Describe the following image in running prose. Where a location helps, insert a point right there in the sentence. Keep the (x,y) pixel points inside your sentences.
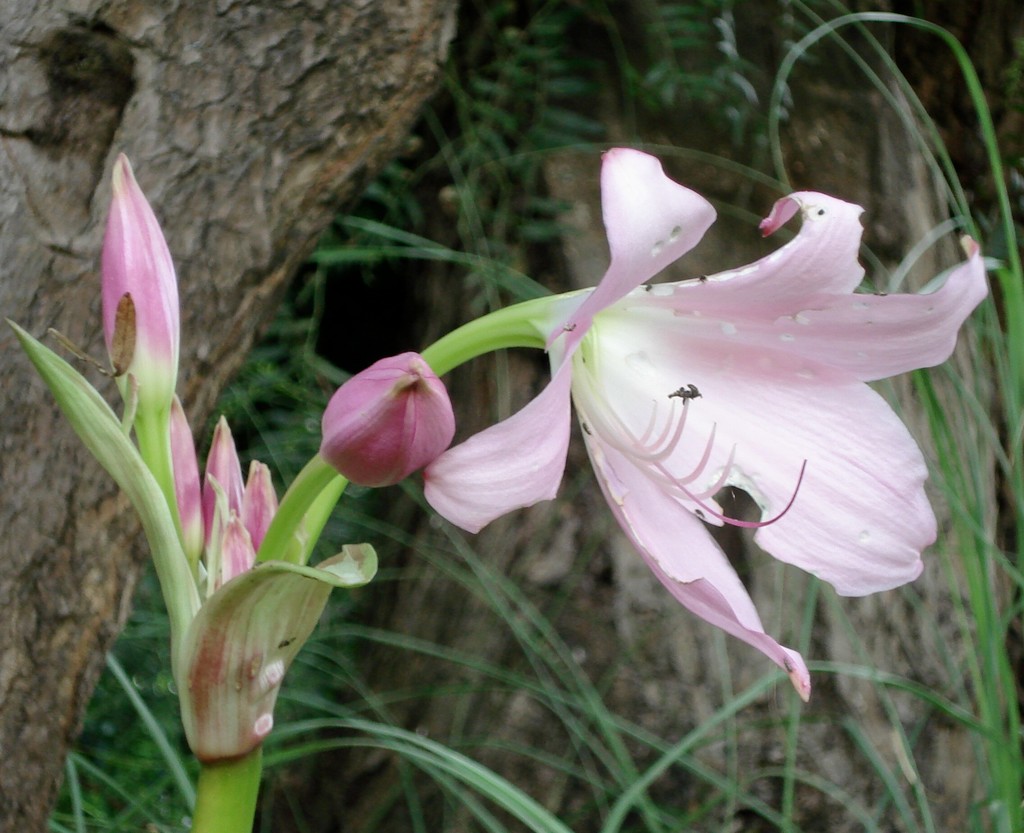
In the center of the image (629,369) we can see flower (697,338). In the background (242,128) we can see tree (304,96) and plants (354,727).
